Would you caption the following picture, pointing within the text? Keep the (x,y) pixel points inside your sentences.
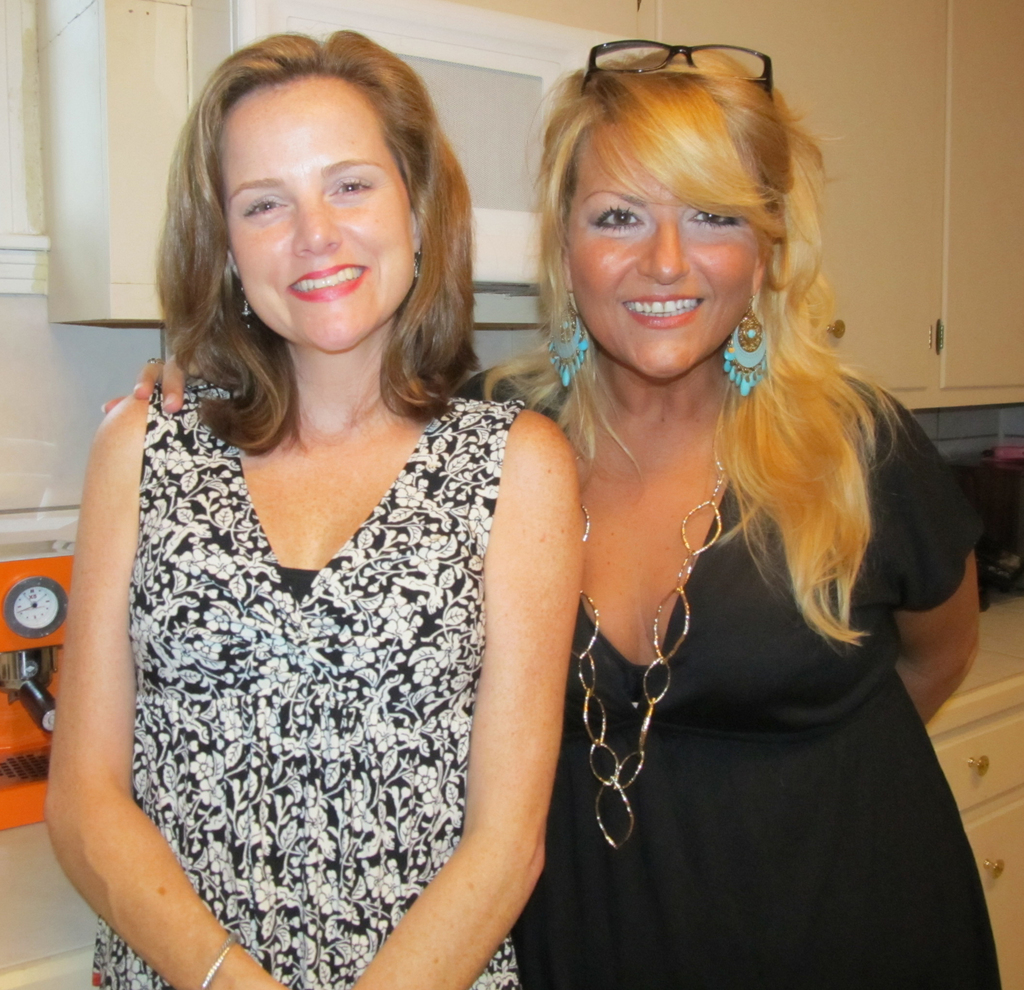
In this image we can see two persons (649,648) standing. We can see a cabinet (987,808) at the right side of the image (984,813). There is an object (50,680) at the left side of the image (37,662). There is a micro oven (515,126) behind two persons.
